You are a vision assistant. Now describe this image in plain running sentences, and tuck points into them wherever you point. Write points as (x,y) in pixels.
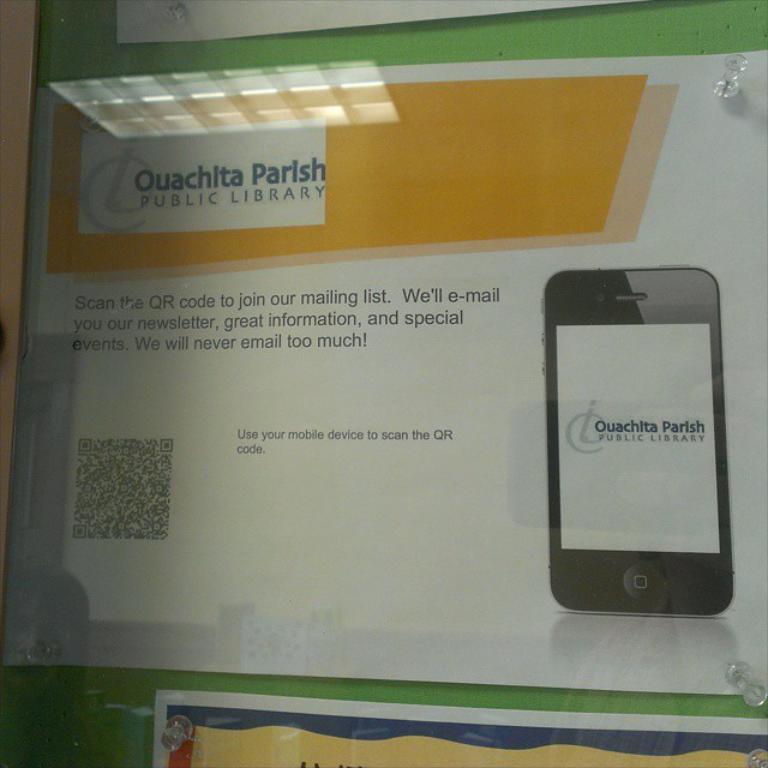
In this image there are some posters (374,457) are attached on the wall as we can see there is some text (243,309) written on this posters (242,373) and there is a picture (579,395) of a mobile (587,431) at right side of this image (583,502) and there is a clip (725,81) at top right corner of this image (718,86) and left corner of this image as well.
